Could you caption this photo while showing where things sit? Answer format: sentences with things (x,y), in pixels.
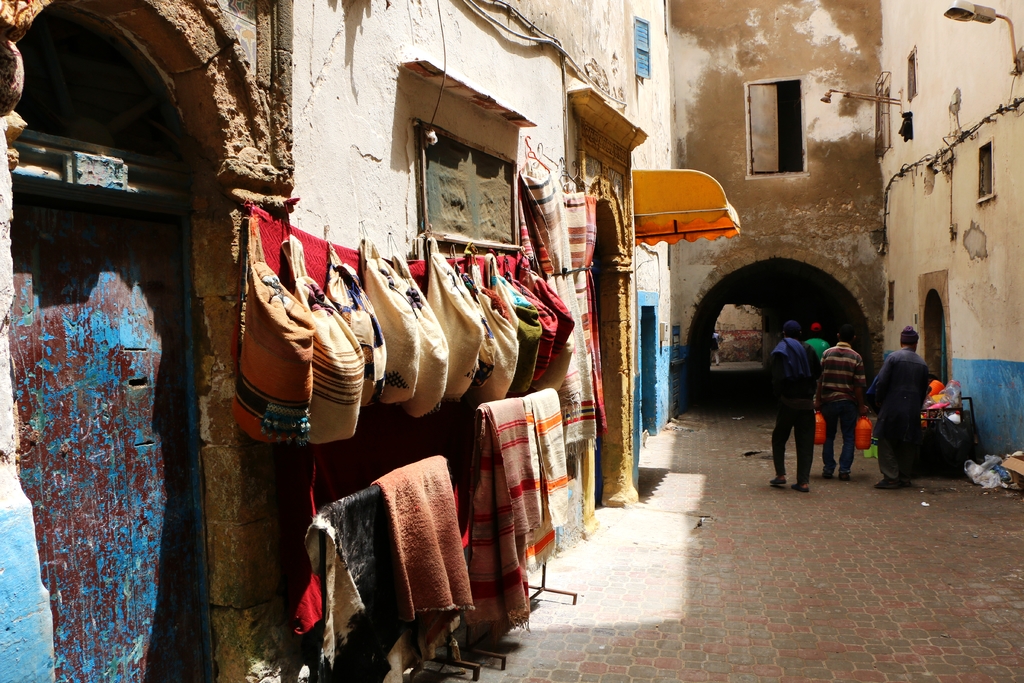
This image is taken outdoors. At the bottom of the image (764,608) there is a floor (813,568). On the right side of the image (905,245) there is a building (948,155) with a wall (955,72), a door (935,331) and windows (911,62). There are two lights (861,99). There are a few things (954,459) on the floor (961,515) and four men (888,467) are walking on the floor (925,549). In the middle of the image (344,233) there are two buildings (404,126) with walls (553,113), windows (500,201) and doors (186,232). There is a curtain (578,279). There are a few bags (351,408) and towels (385,544).
